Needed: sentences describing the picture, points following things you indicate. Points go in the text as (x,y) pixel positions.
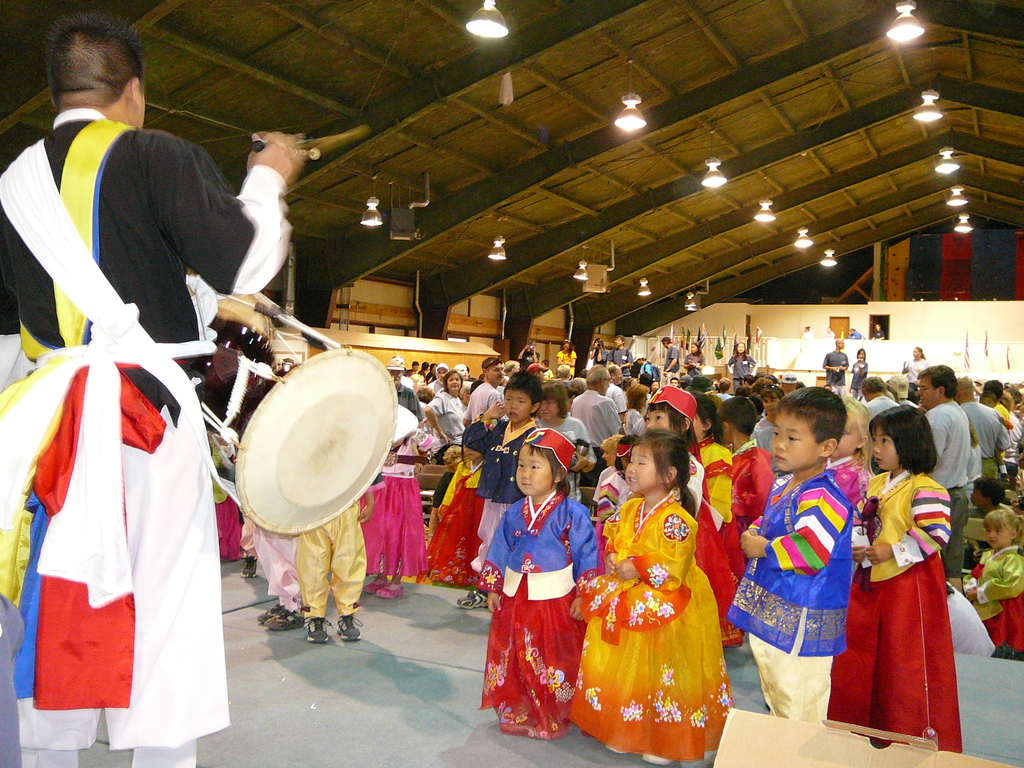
this picture shows few children (970,586) standing in front (942,733) and a man (250,267) standing and performing with the drums (276,381).
